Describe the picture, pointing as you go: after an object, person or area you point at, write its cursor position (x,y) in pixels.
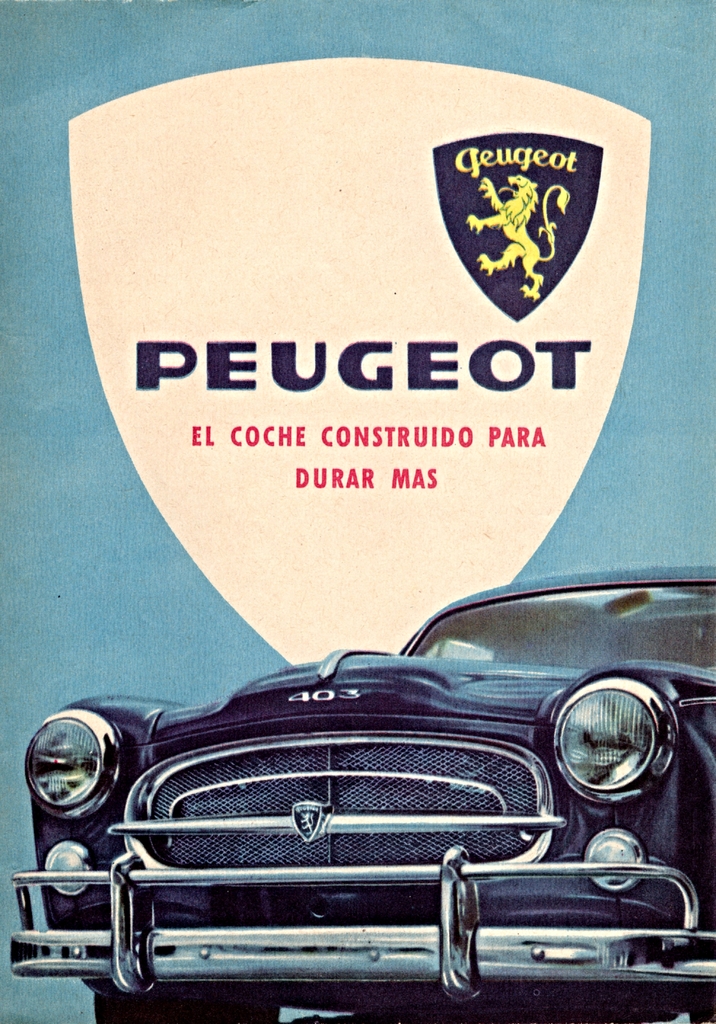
This is an edited image. In the foreground (192,971) we can see the picture of a car (518,694) seems to be parked on the ground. In the background (278,155) we can see the text (417,353) and the picture of an animal (507,211) on the blue color banner (656,230).
